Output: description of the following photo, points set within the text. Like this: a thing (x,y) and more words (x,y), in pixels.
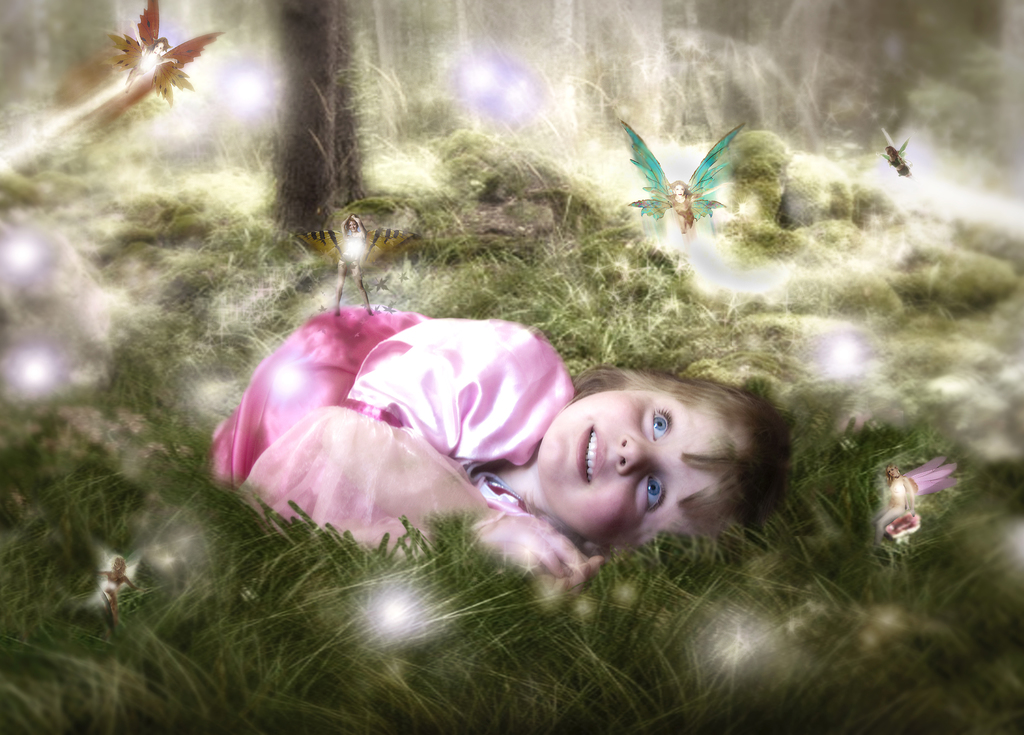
In this picture this small girl (581,476) is lying on this grass (728,290) and all this flying object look like angel.
